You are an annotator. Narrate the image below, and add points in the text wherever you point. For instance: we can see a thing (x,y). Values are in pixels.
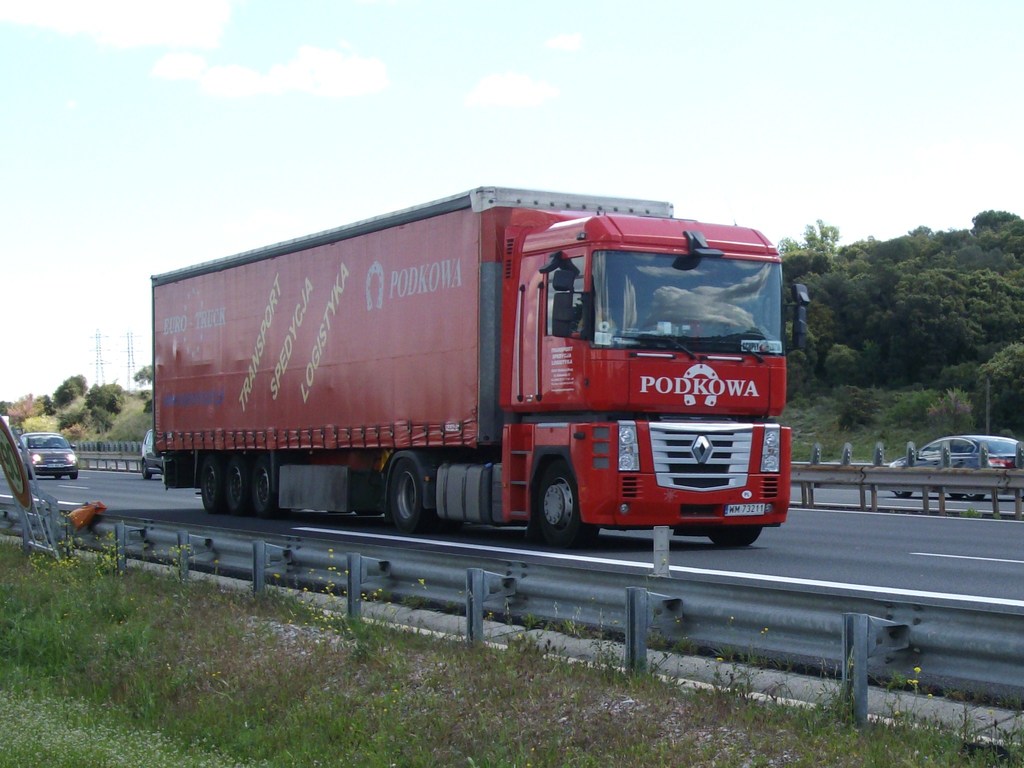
In this picture we can see a truck (486,396) and few cars (940,454) traveling on the road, at the bottom (418,654) there is grass (173,706) and some plants (122,728), in the background (972,338) we can see trees (115,391) and two towers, there is the sky (370,75) at the top of the picture (408,44), on the left side (18,450) there is a board (29,486).
